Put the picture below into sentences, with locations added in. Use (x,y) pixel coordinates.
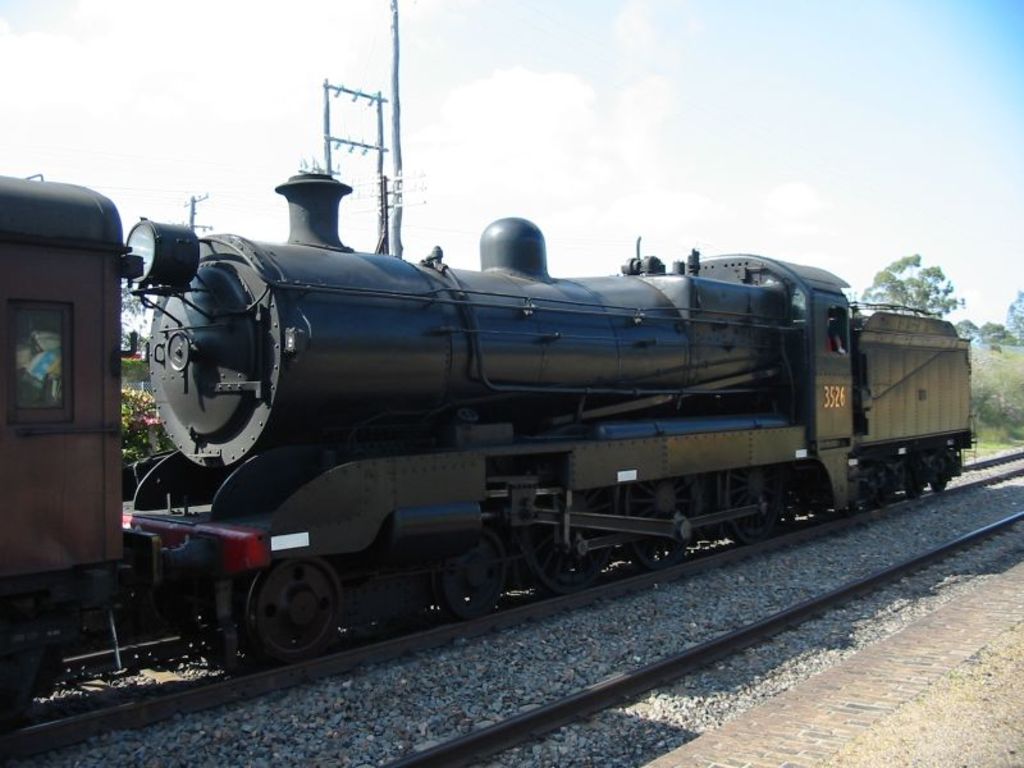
This picture might be taken from outside and it is sunny. In this image, in the middle (464,427), we can see a train (497,302) moving on the railway track (1000,456). In the background (984,444), we can see some trees (1018,330) and plants (984,444), electric pole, electric wires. At the top (409,138), we can see a sky (910,143), at the bottom (974,539), we can see a railway track (1021,513) with some stones (635,623) and a land (1022,605).
